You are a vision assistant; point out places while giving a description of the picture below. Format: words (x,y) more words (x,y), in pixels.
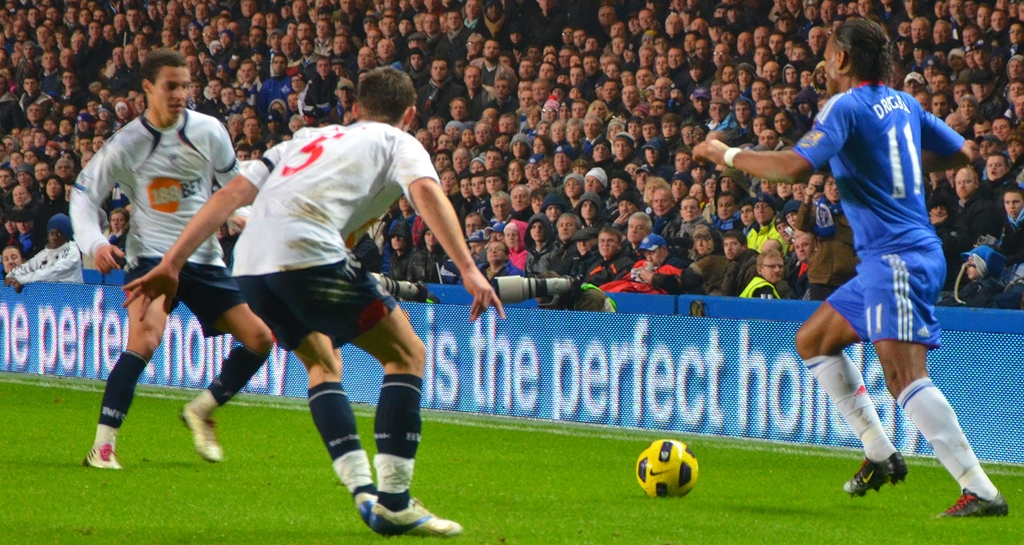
In this image in the front (140,220) there are persons (194,237) playing and there is a ball (667,463). In the center (445,335) there is a board (630,354) with some text (492,357) written on it and behind the board (460,370) there are cameras (516,277). In the background (508,101) there are group of persons (621,116).
